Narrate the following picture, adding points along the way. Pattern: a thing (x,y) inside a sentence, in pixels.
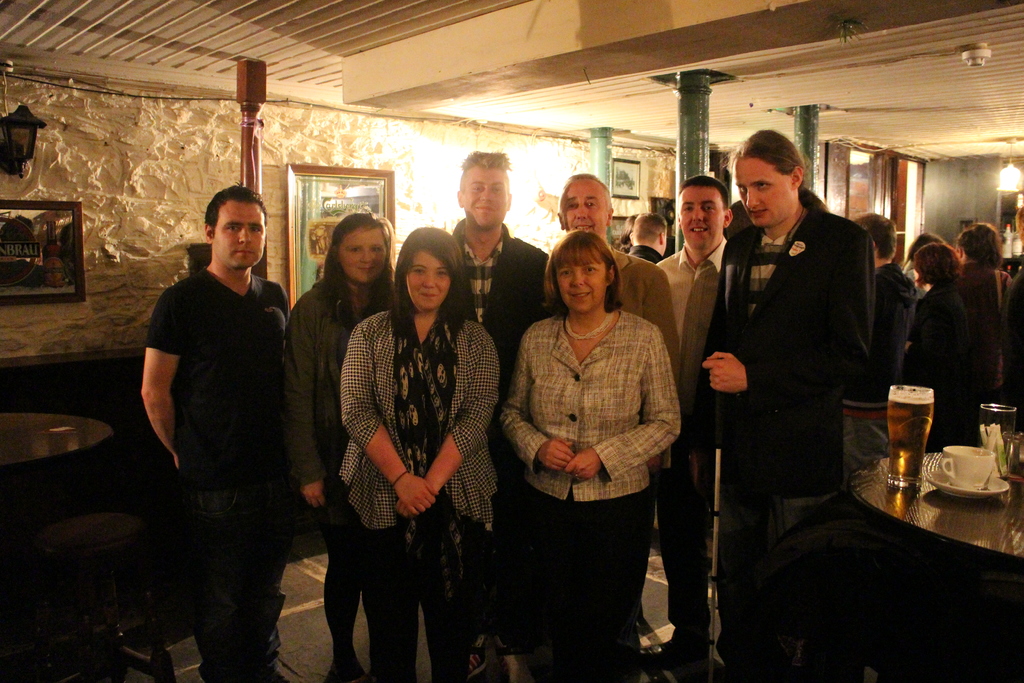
In this image we can see people (361,253) standing. To the right side of the image (920,524) there is a table (862,479) on which there is a cup (986,470) and saucer (969,489). There are glasses (908,435). In the background of the image (933,222) there is wall (267,197) with photo frames (365,193) and light (14,133). At the top of the image (461,93) there is ceiling (312,16).
